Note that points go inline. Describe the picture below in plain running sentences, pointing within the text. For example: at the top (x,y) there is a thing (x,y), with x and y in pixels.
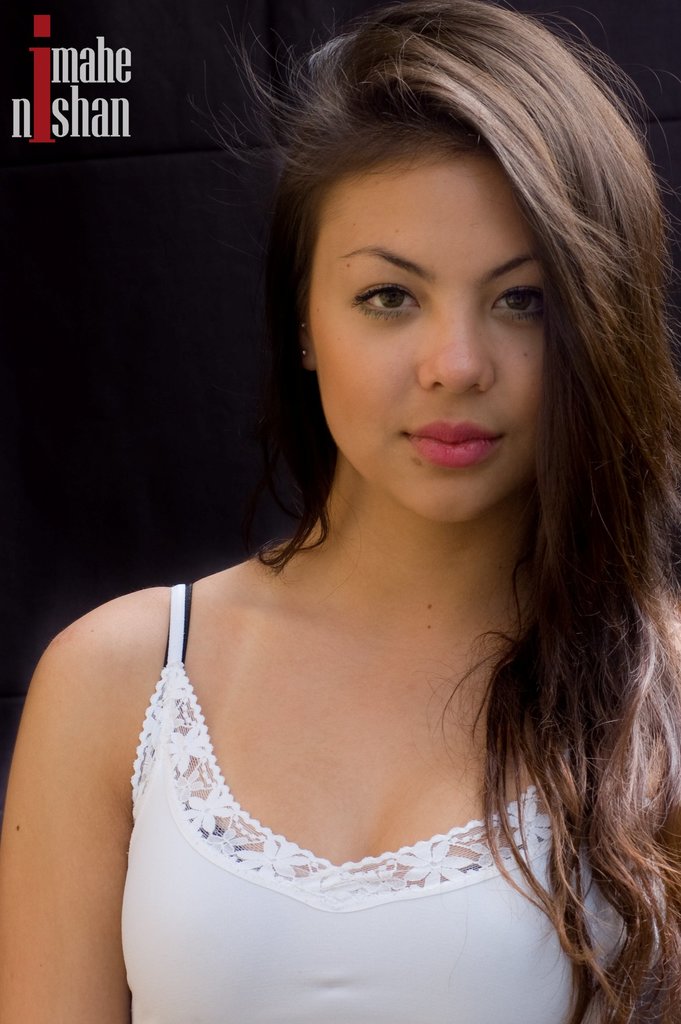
In this image we can see a lady (518,840) posing for a picture and on the top left corner of the image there is some text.
